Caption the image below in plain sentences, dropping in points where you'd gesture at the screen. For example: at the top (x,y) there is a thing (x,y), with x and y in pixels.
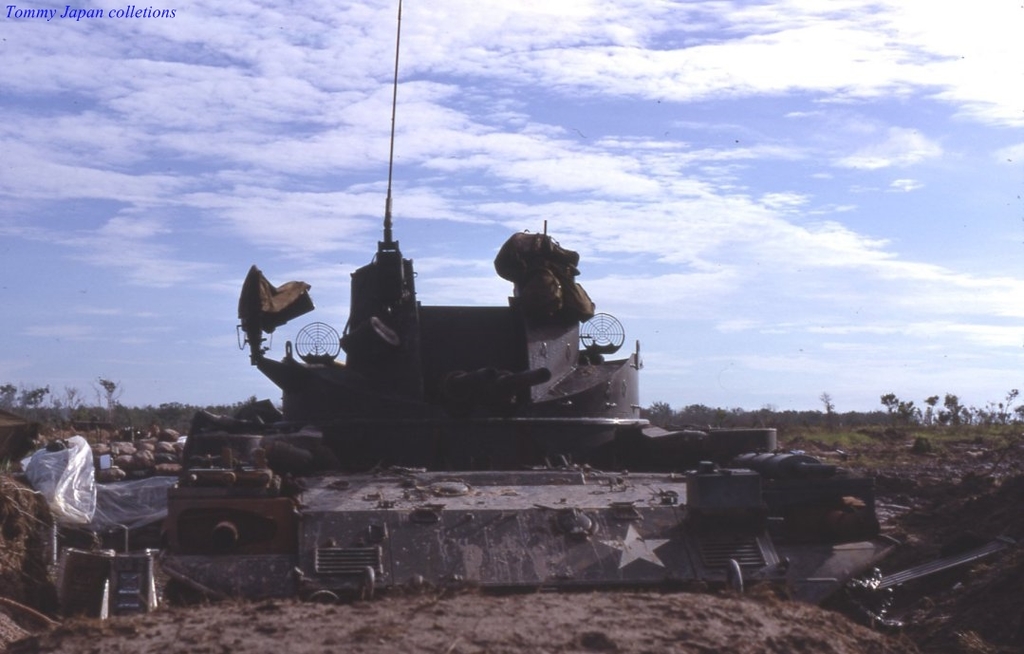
This image consists of panzer tank (252,501) kept on the ground (454,612). At the bottom (405,616), there is ground (699,612). To the left (133,449), there are rocks (151,436). In the background (725,416), there are trees (954,418) and plants (709,417). To the top (562,108), there are clouds (413,60) in the sky (330,59).
